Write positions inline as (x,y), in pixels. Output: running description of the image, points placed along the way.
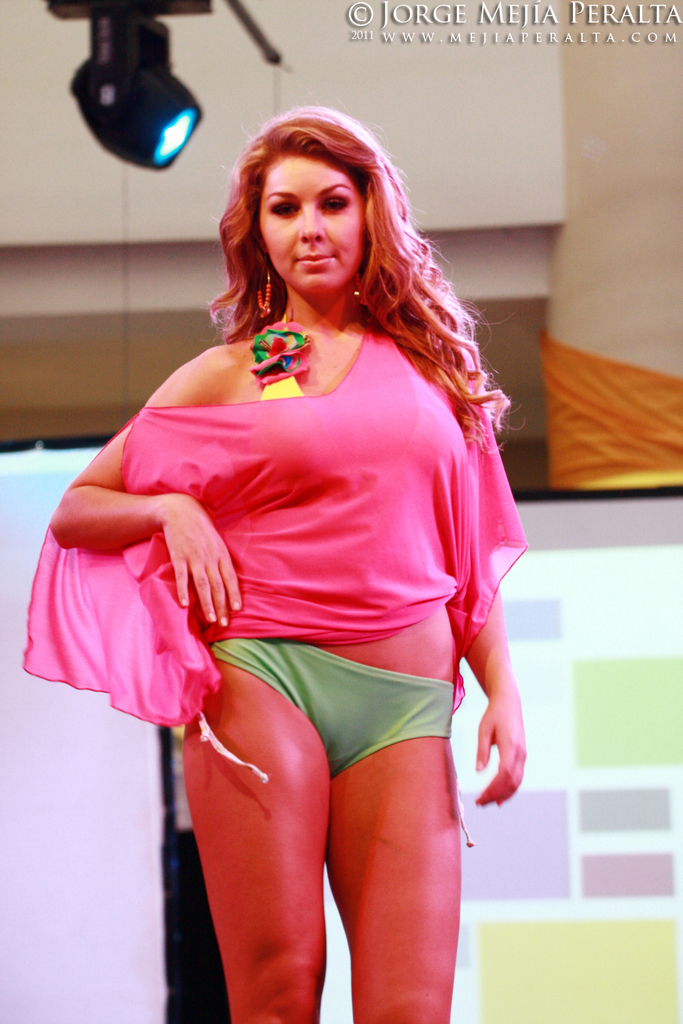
In this image I can see a woman (297,692) standing and giving pose for the picture. In the background (547,482), I can see a board (544,539) and wall (478,211). At the top of this image (134,78) I can see a light (139,102) and some text (384,27).
